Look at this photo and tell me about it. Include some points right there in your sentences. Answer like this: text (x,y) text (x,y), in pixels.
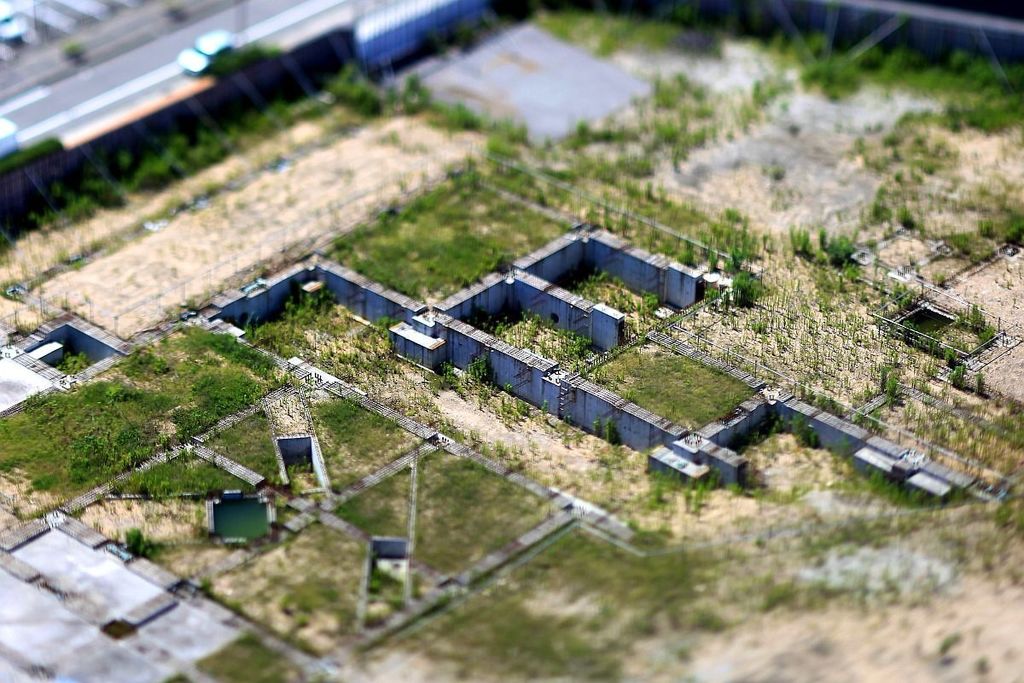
In this image I can see the ground (758,618), some grass (632,625) on the ground (850,631) and few walls (367,305) on the ground (685,407). To the left top of the image (109,92) I can see the road (116,67) and few vehicles (177,62) on the road (133,58).
